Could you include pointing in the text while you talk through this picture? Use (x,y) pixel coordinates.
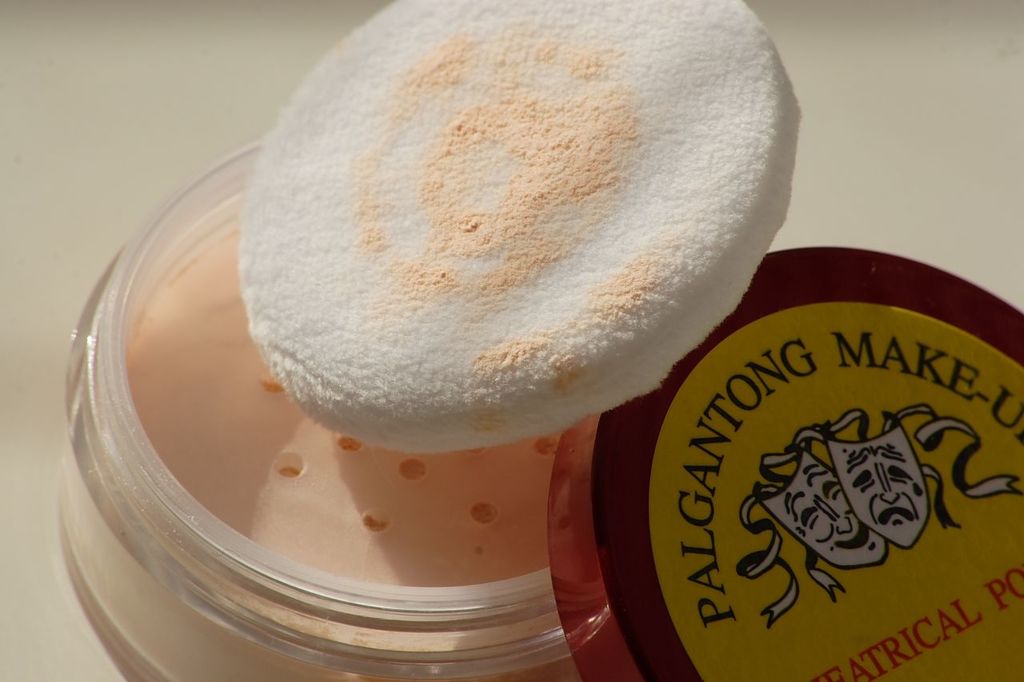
In this image there is a table (125,147) on that table (910,169) there is a makeup box (374,577) and a puff (577,91).
